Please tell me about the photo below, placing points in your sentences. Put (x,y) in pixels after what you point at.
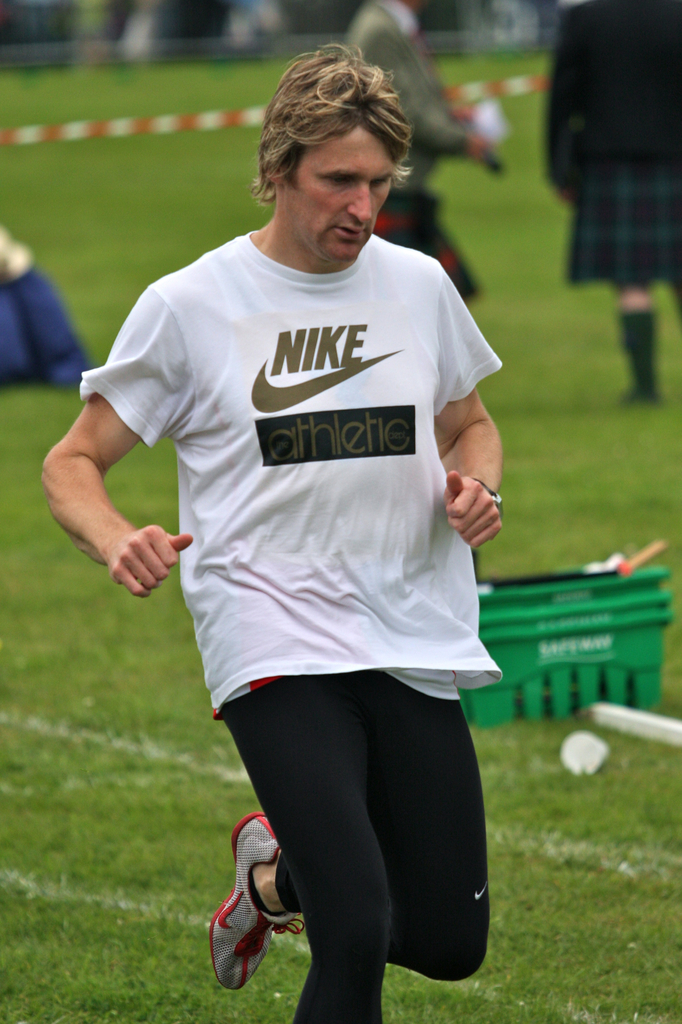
There is a man (410,590) in the center of the image (400,400) on the grassland (535,58) and there are people (606,112), barrier tape (240,112), and a crate (560,660) in the background area (495,593).
